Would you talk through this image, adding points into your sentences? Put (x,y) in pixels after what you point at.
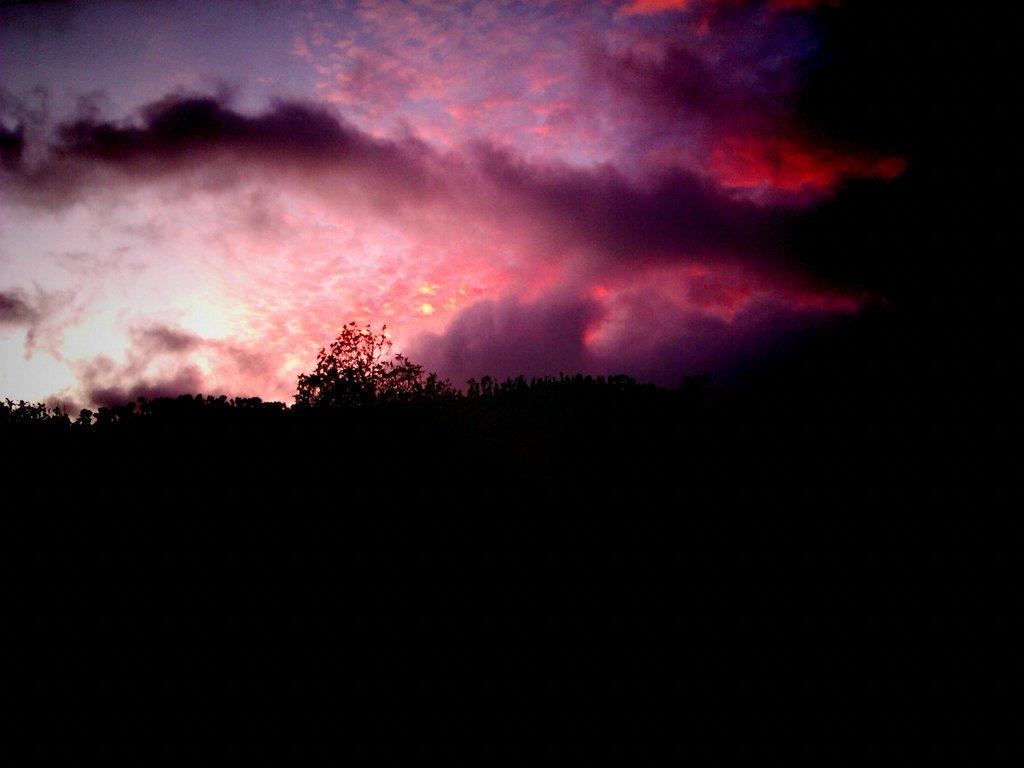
In this image we can see some plants (468,391). On the backside (537,278) we can see the sky (656,248) which looks cloudy.
